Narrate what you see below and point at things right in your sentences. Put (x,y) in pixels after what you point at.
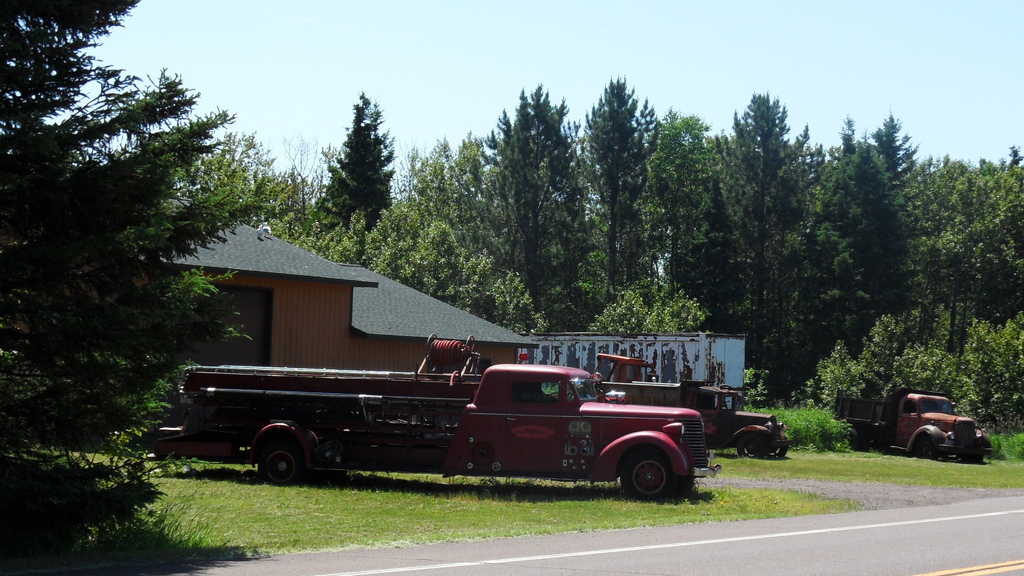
In this picture we can see a few vehicles (538,471) on the grass (430,537). There is a house (287,294) and some trees (397,206) in the background (946,214). Sky (813,61) is blue in color.
